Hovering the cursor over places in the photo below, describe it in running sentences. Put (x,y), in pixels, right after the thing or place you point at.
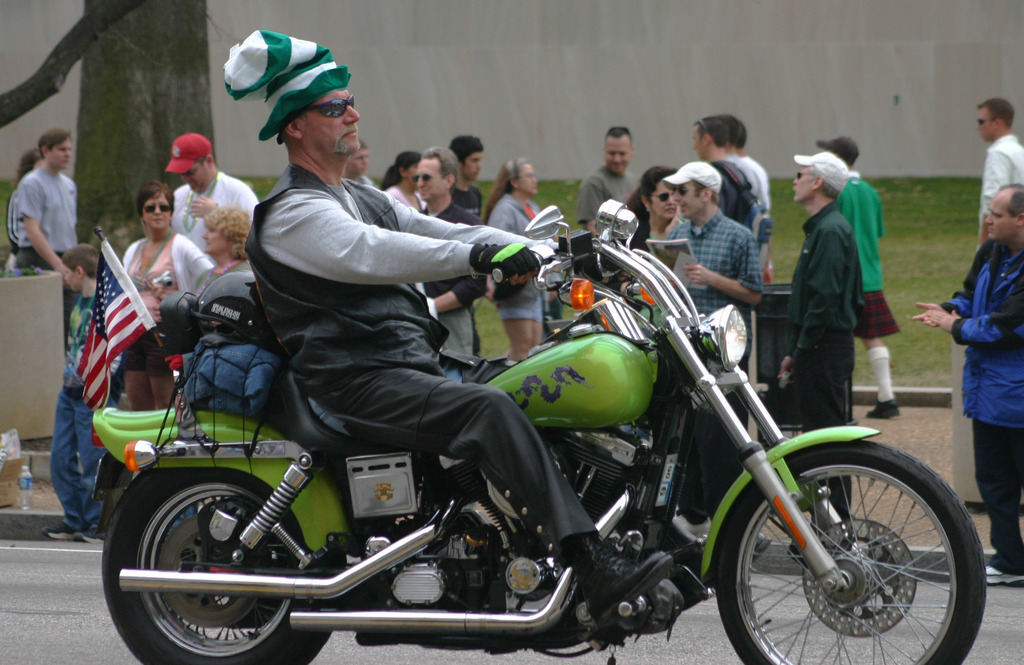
Here we can see a old man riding a motorbike (250,639) with a flag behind it and behind it we can see group of people (499,213) standing.
